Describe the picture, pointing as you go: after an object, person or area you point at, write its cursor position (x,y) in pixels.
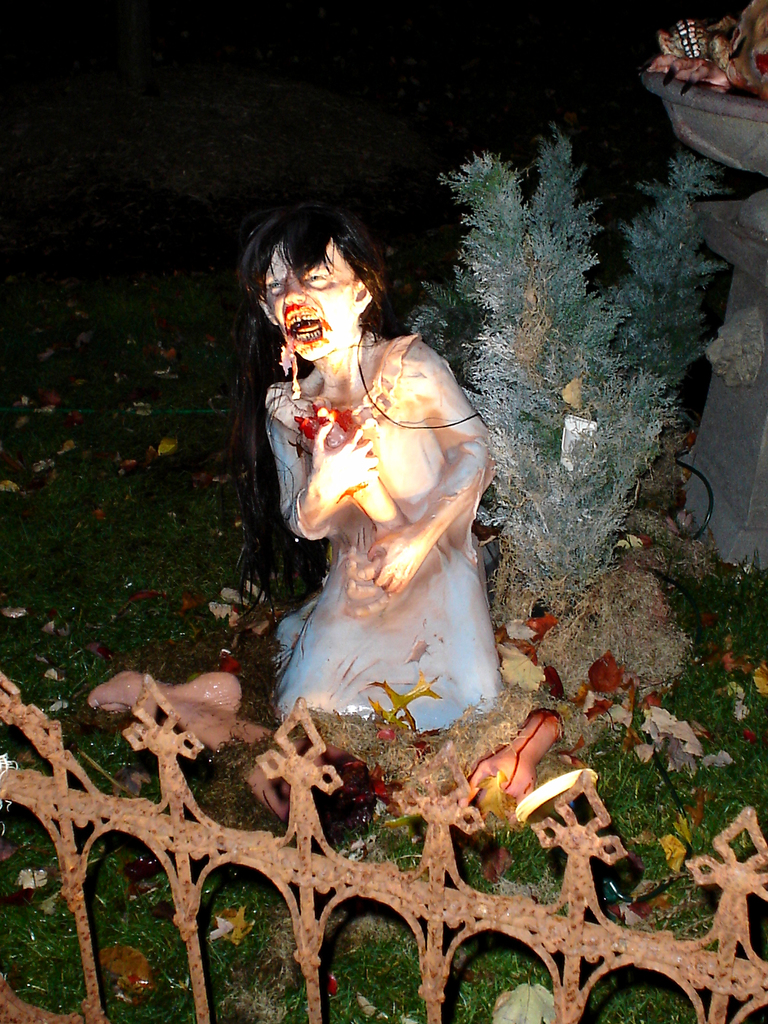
In this image there is a railing (436,915), behind the railing (476,906) there is a grassland (86,327), on that there is a sculpture (343,599), plant (567,368) and a fountain (726,226).
